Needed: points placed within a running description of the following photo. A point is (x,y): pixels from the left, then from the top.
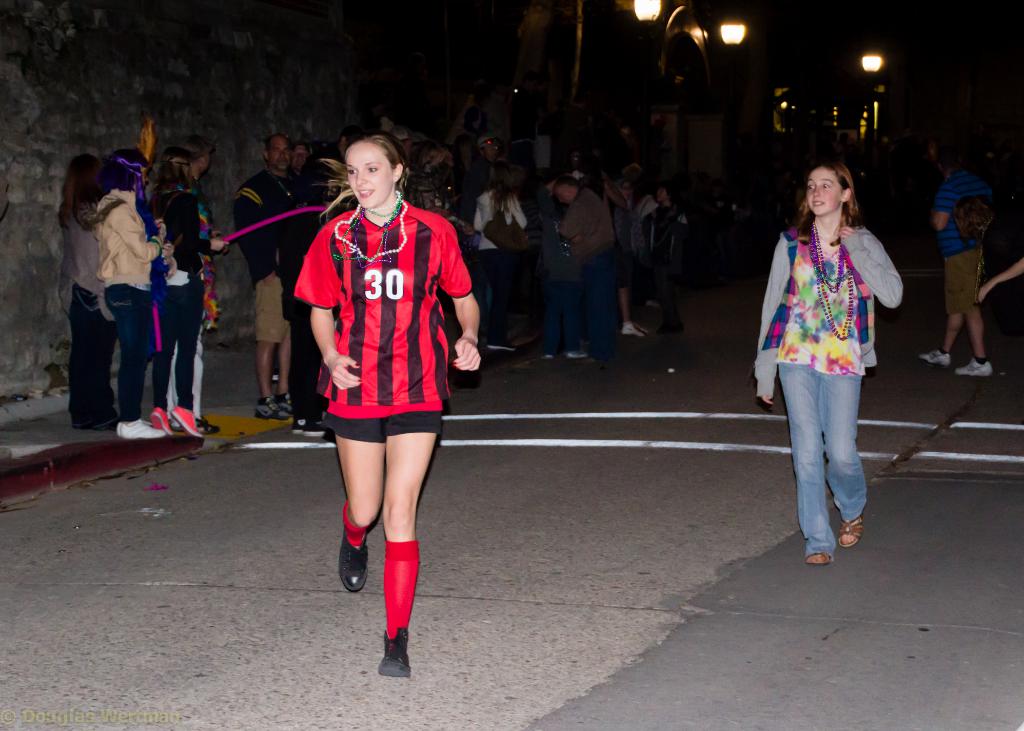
In this image I can see a woman (369,338) wearing red and black colored dress (374,364) and another woman (798,326) wearing grey and blue dress (794,307) are moving on the ground (668,559). In the background (264,241) I can see number of persons (142,213) standing, the wall (184,63) few lamps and the dark background (904,59).
